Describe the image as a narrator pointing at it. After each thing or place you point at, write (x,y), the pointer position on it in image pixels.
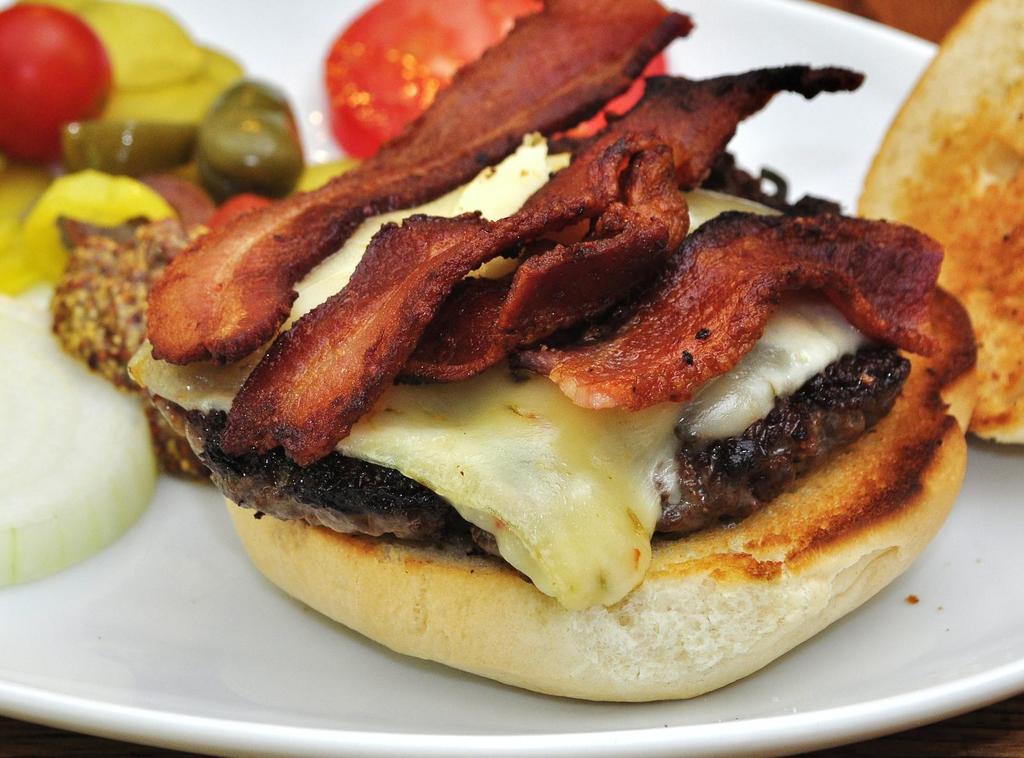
In the picture I can see few eatables (677,293) placed in a white plate (787,689).
